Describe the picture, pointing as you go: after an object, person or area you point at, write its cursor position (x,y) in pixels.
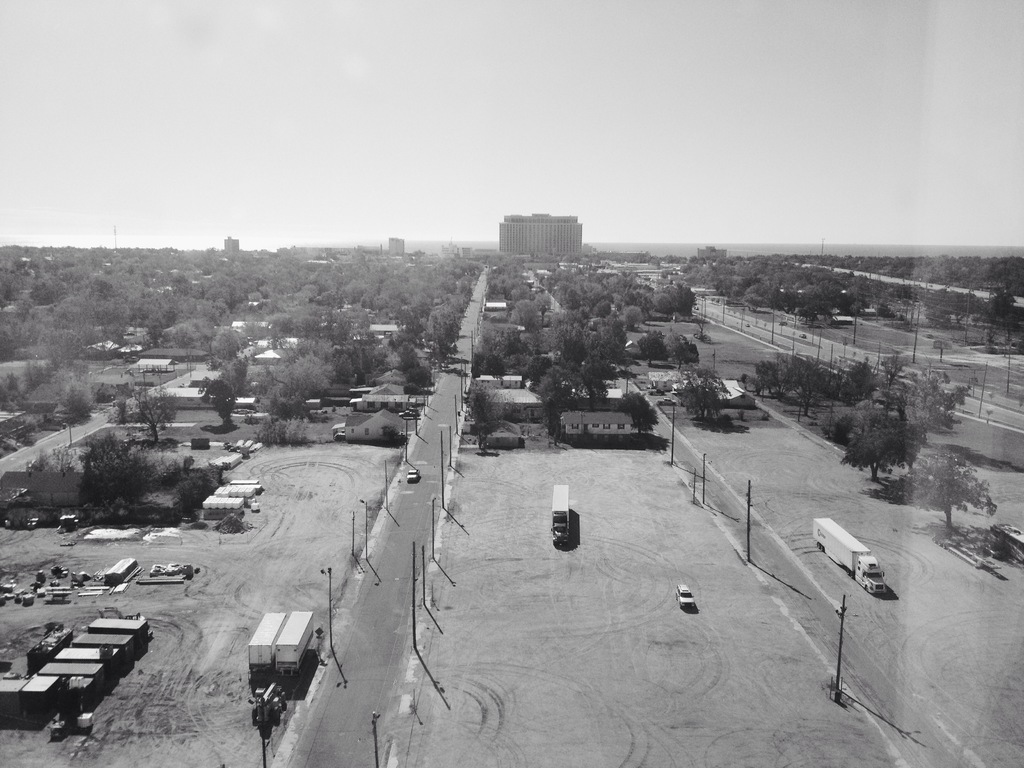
This picture is a black and white image. This picture shows an aerial view of a city (485,365). There are some buildings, some houses (491,307), some roads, some vehicles (264,665), some objects (22,680) with poles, some poles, some objects (213,503) on the ground (251,514), some trees (264,388), plants (509,284) and bushes (168,505) on the ground (214,448). At the top (468,229) there is the sky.
